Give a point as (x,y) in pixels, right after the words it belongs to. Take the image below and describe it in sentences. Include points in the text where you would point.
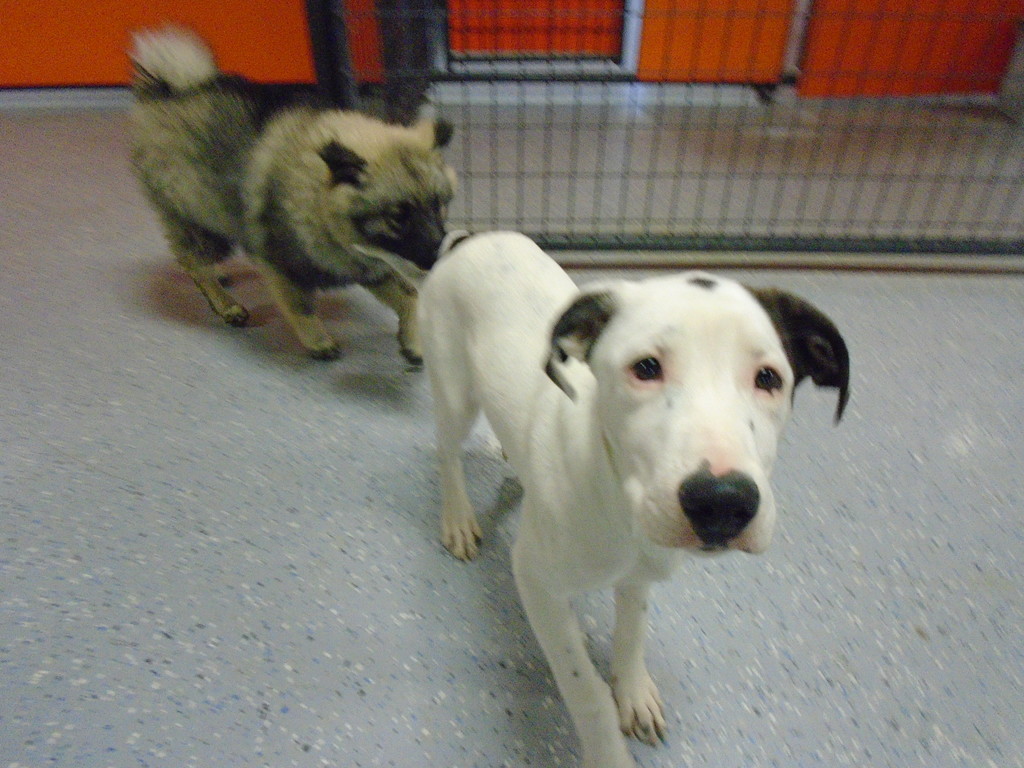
In this picture we can see couple of dogs (435,402), beside to the dogs (430,355) we can find fence (701,129).
